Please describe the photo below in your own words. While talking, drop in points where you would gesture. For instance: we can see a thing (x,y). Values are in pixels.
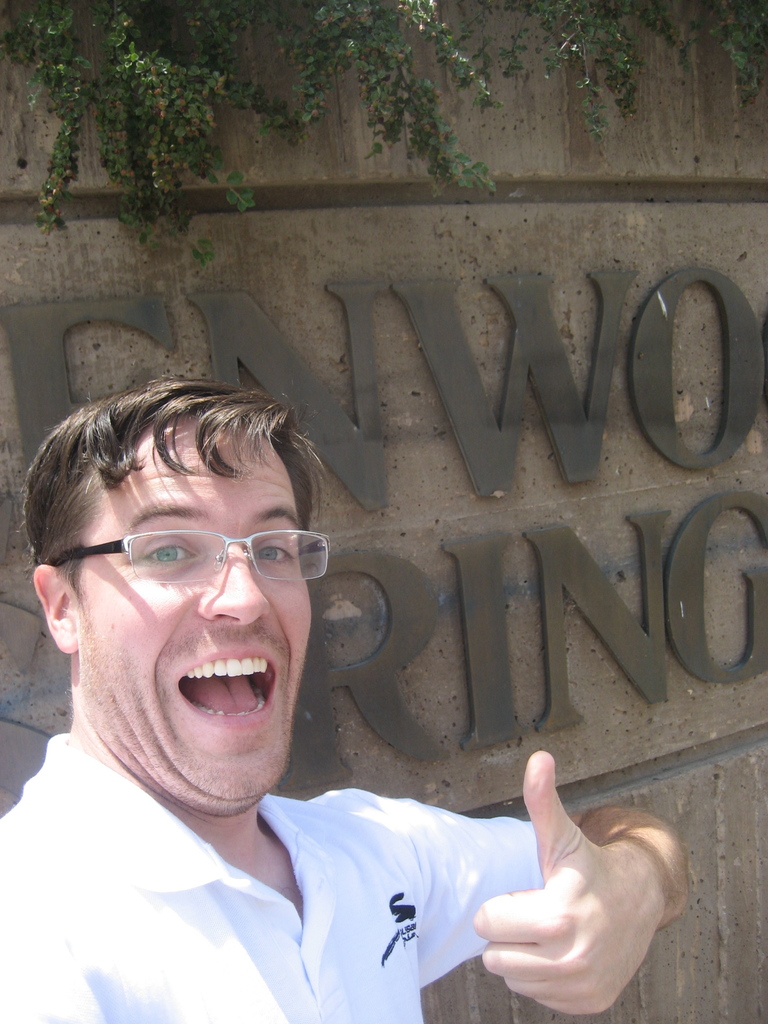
In this image there is a person (271,758) with a smile on his face (259,787), behind him there is a wall (507,245) with some text (560,605) on it. At the top of the image (322,59) we can see there are leaves (620,47) of a tree (168,84).
